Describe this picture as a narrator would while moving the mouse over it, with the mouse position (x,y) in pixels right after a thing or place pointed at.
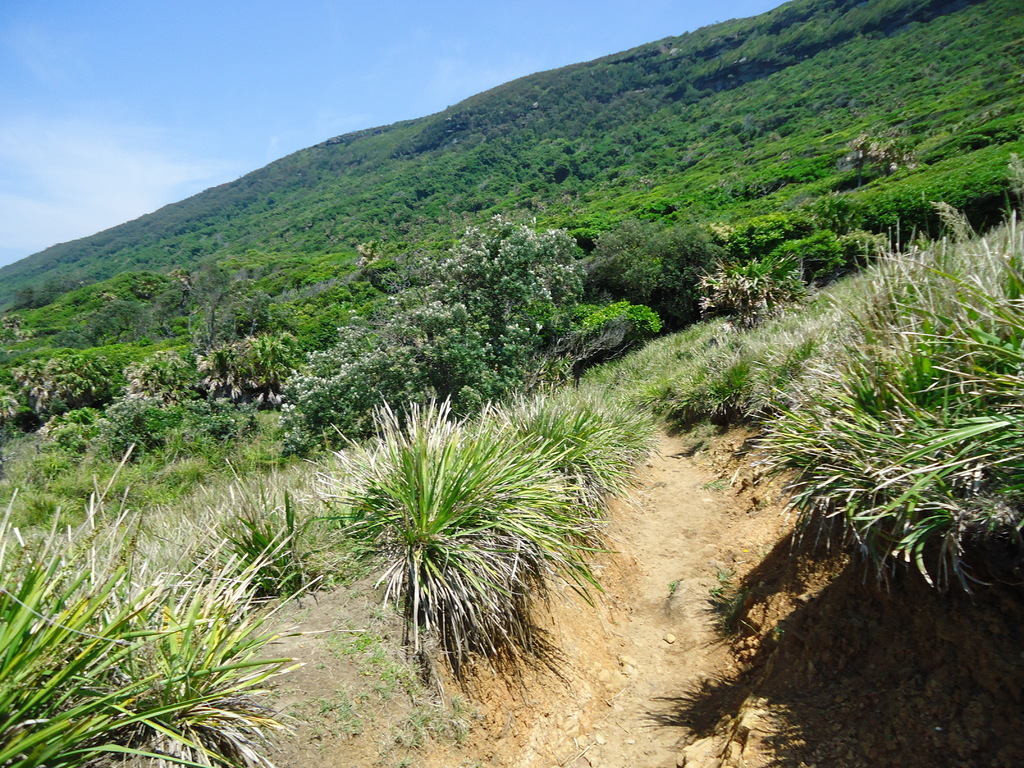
On the right side (757,515), there is a path (684,515). On both sides of this path (696,524), there is grass (751,394) on the hill surfaces (334,612). In the background (909,183), there are trees (392,317) on a mountain (717,68) and there are clouds (123,196) in the blue sky (90,93).
